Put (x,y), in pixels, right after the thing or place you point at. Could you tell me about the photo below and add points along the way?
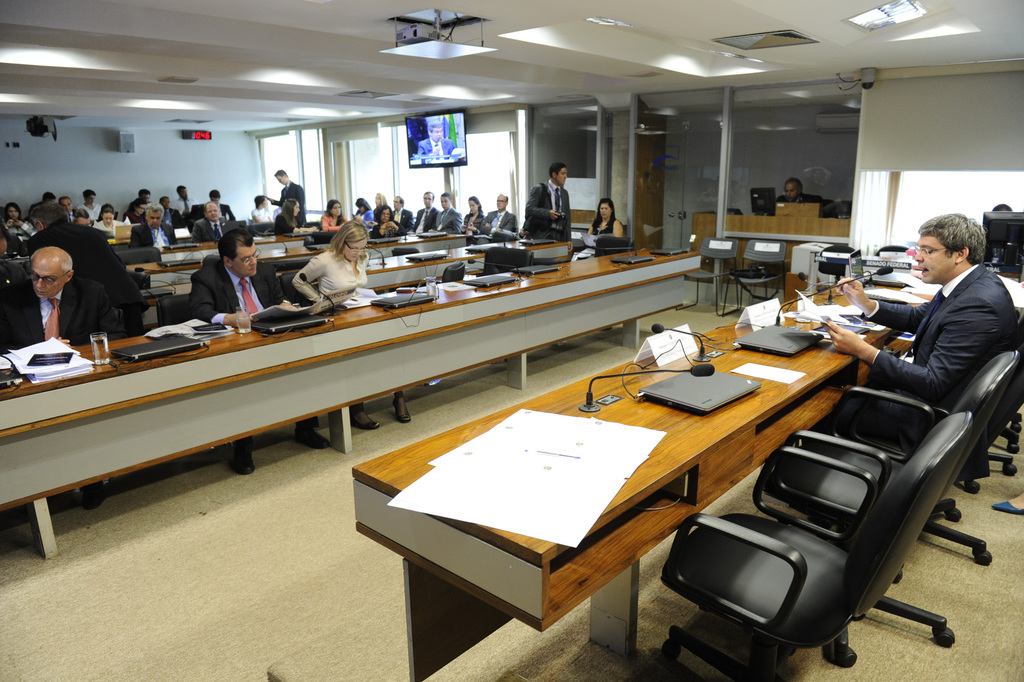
In this image there is a room (462,107) with a television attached to the wall (473,113) and a projector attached to the ceiling (393,90) and a digital clock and here are some group of people (23,308) sitting in the chair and here also some group of people (5,242) who are sitting and there are some papers (573,424), a microphone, laptop (672,388), name board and some papers (824,323) and files (835,309) in the table (751,452) and the man (865,424) is talking in the microphone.
